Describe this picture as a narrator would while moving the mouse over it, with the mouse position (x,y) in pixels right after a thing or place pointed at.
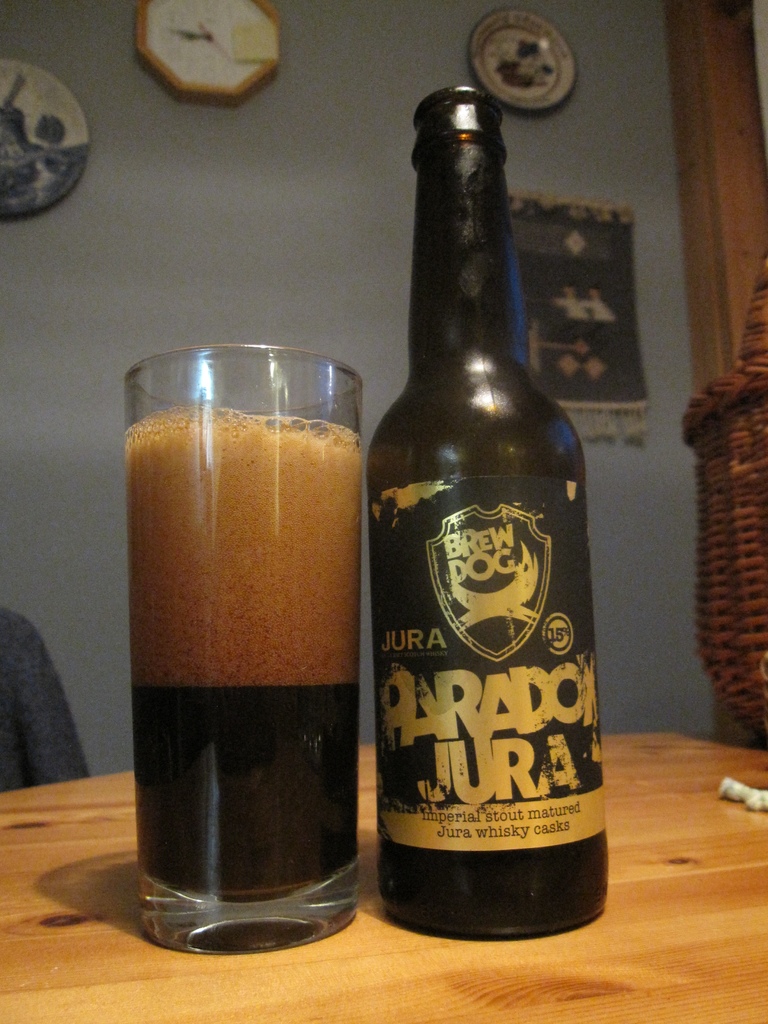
In this picture I can see a bottle (430,544) and a glass (289,473) on the table (55,990) and I can see a wall clock (165,74) and couple of mementos (27,113) and a cloth (628,383) on the wall (368,150).
